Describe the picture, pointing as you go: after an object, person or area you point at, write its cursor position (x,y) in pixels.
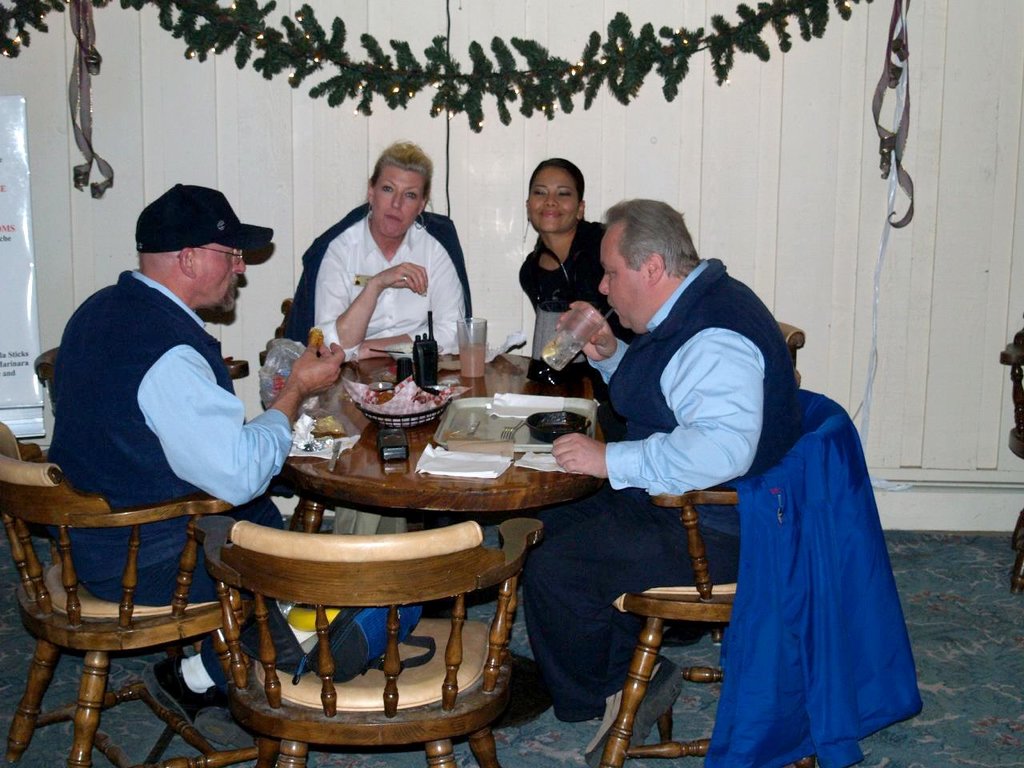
This picture is clicked inside a room (947,557). There are four people (177,340) sitting on chairs (51,514) at the table (352,474). There is a mobile phone (387,454), a Walkie-talkie (425,357), glasses (468,348), bowls (539,418), food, tray (456,429) and spoons (473,429) on the table (568,482). There is a jacket (796,514) spread on the chair (820,505). On the other chair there is bag (362,630). To the left corner (7,277) there is a board (6,264). In the background (78,236) there is wall (215,130) and a decorative item (549,80) hanging on the wall (234,117).
